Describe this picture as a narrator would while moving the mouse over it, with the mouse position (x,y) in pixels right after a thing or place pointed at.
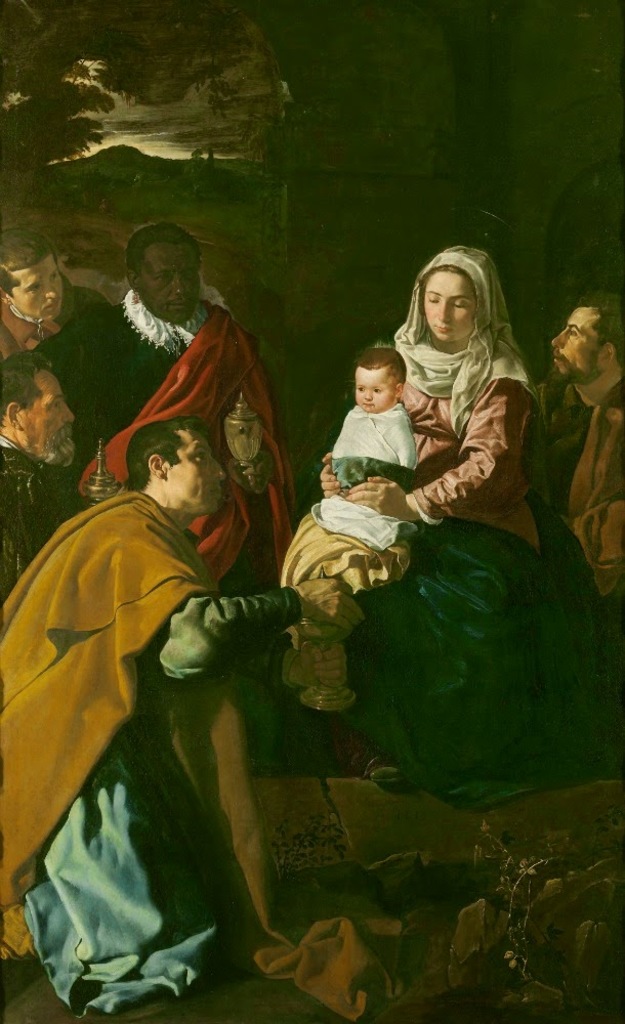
This image is a painting. In this painting we can see a lady (421,595) sitting and holding a baby (353,457) in her hand (377,486). At the bottom (147,942) there is a man (122,590) kneeling down. In the background (32,422) there are people (188,382) standing and there are trees (140,80).
